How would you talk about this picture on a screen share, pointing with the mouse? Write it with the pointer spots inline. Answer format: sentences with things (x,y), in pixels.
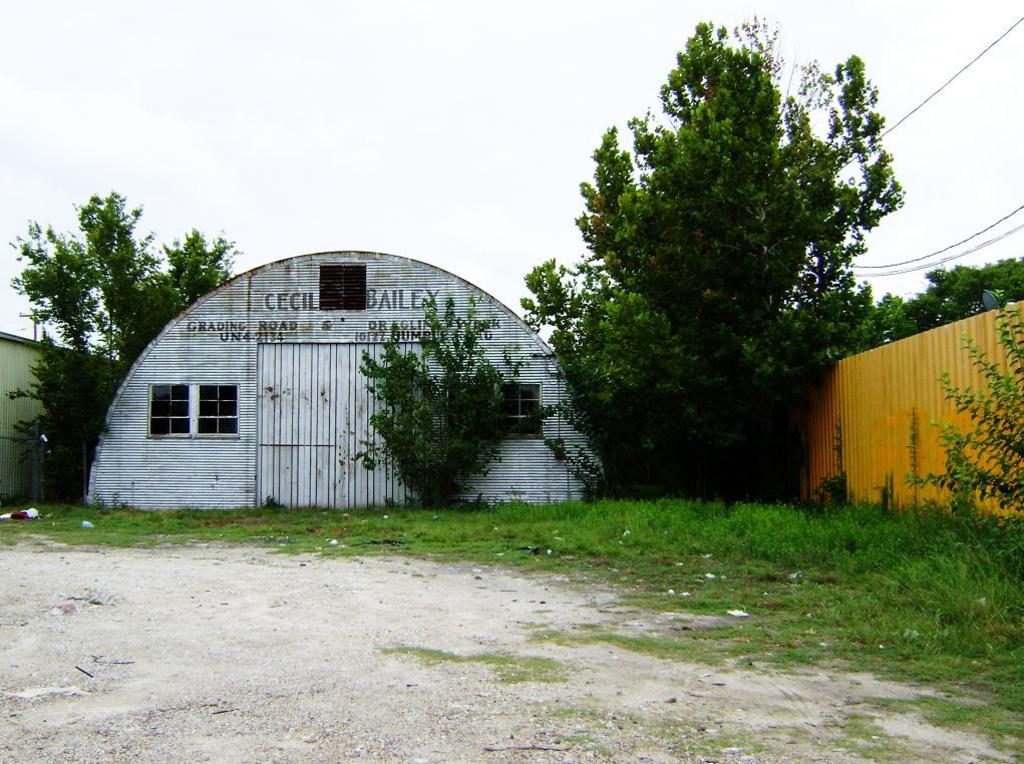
In the foreground of the picture (919,535) there are plants (707,585), grass (804,647) and soil (160,643). In the center of the picture (548,391) there are trees (694,329), sheds (222,387), grass wall (822,394) and cables (938,88). It is cloudy.
